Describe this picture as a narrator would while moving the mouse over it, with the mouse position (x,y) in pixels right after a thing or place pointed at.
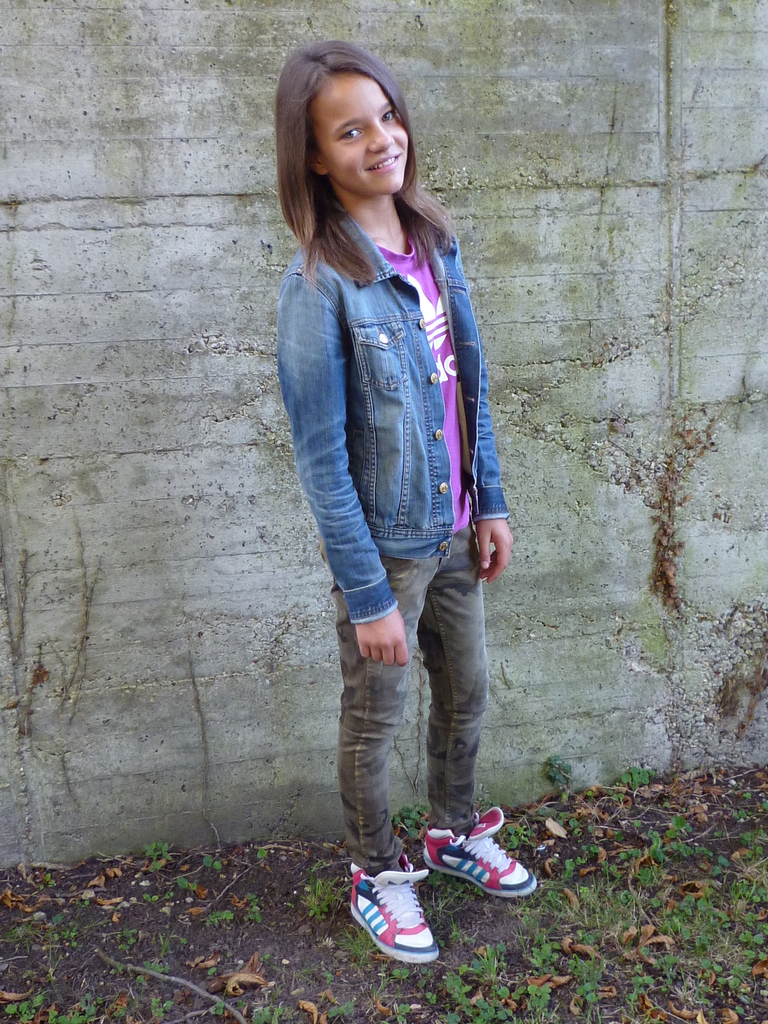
In the picture I can see a girl (389,436) standing and wearing a jean jacket (387,450) and there is a wall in the background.
